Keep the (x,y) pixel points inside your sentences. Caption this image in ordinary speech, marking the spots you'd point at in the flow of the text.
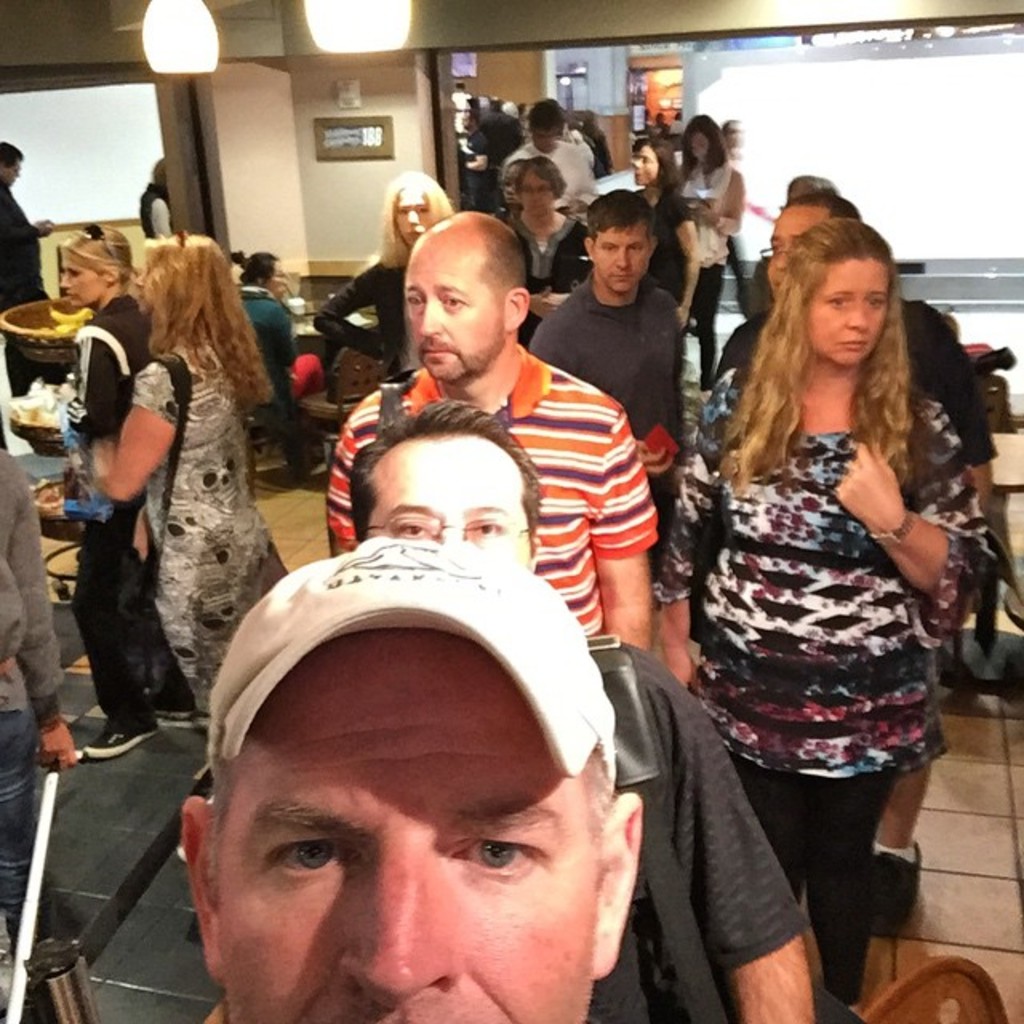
In this picture I can see few people (519,338) standing, a woman (262,311) sitting on the chair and I can see few lights (345,45).
